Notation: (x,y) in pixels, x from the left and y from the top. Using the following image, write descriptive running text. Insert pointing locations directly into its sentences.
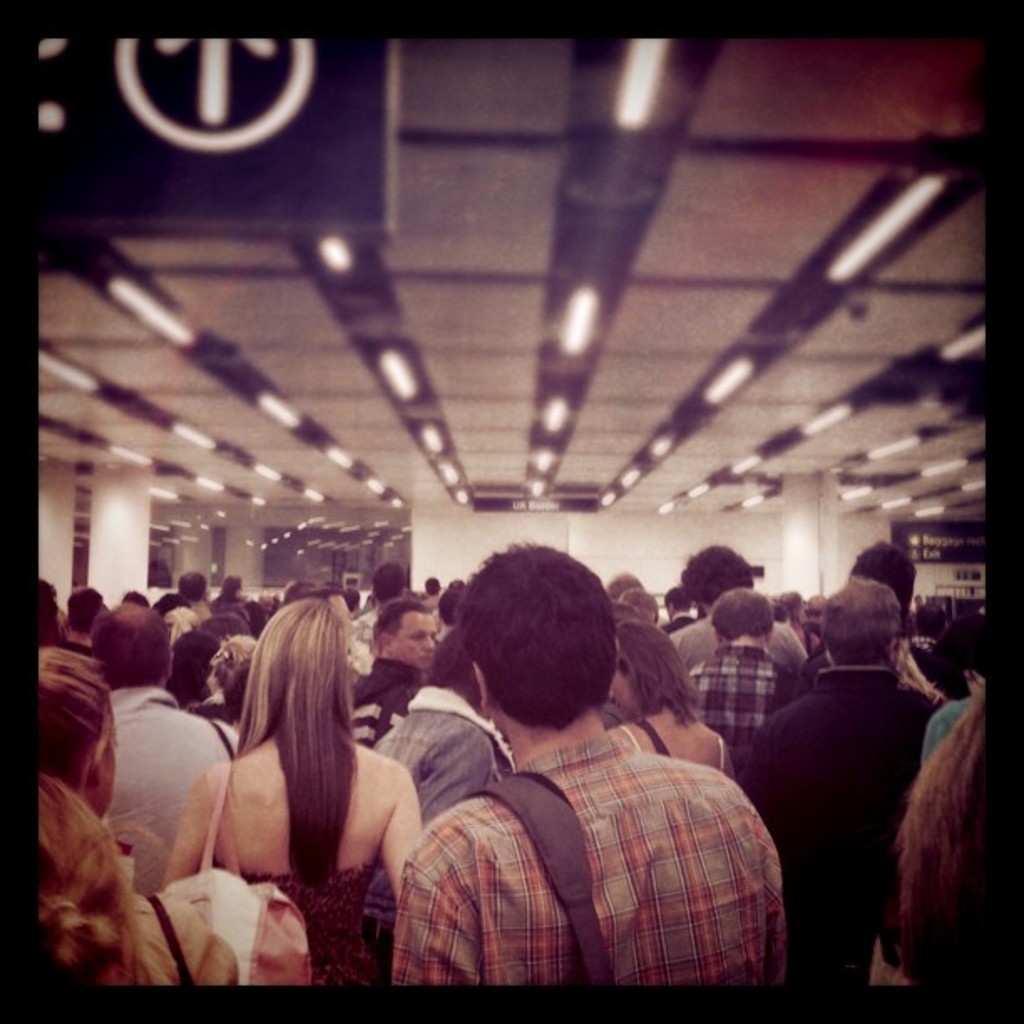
Here in this picture we can see number of people (598,676) standing over a place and we can see some people (436,891) are wearing handbags (244,913) and bags (564,884) with them and on the top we can see lights (287,420) present all over there and we can see sign boards (109,205) also present here and there.
